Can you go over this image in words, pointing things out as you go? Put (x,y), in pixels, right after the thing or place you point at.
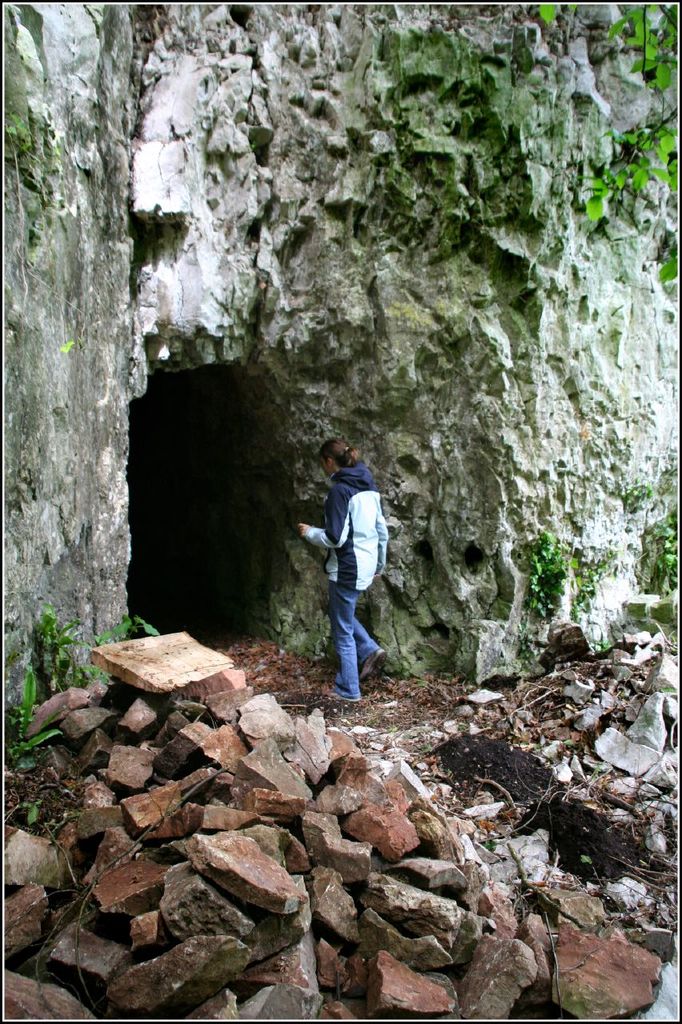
In this picture we can see a woman (334,520) wearing a white shirt (373,555) and jeans (363,632) is walking into the cave (256,526). In the front (243,902) bottom we can see some rocks (367,878) on the ground (263,842).
